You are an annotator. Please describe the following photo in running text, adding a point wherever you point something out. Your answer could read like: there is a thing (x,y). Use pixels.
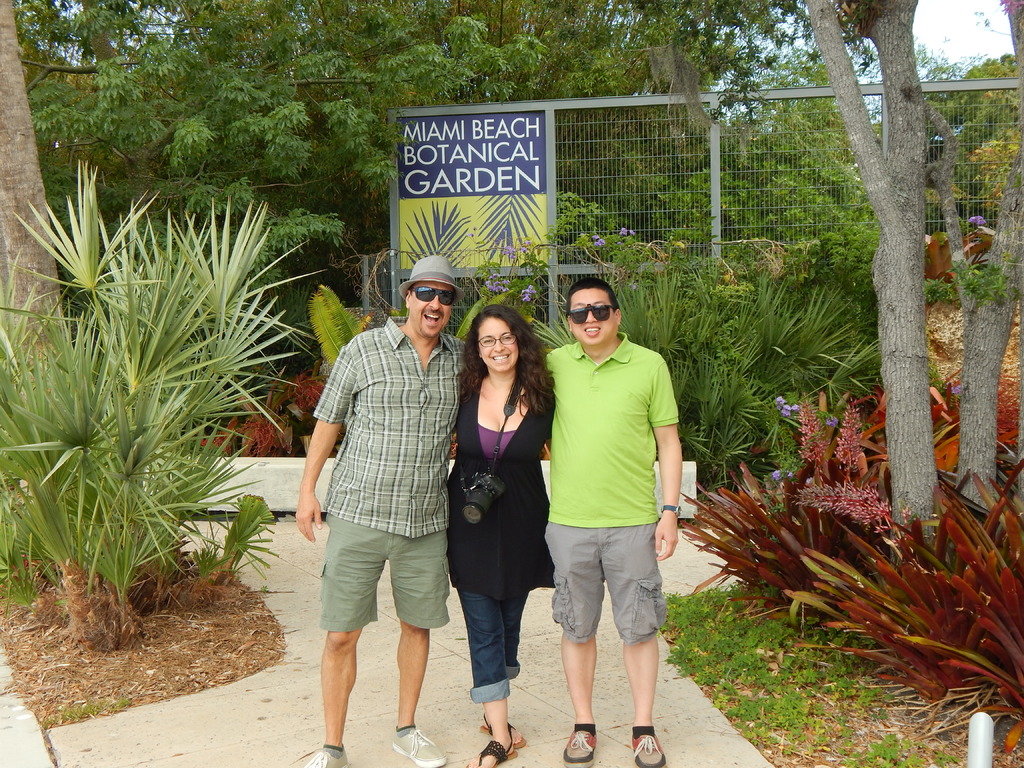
There are three people (401,346) standing and this woman (479,411) worn camera (485,482). We can see plants (813,387) and board (417,143) on fence (595,190). In the background (460,51) we can see trees (766,127) and sky (963,28).
